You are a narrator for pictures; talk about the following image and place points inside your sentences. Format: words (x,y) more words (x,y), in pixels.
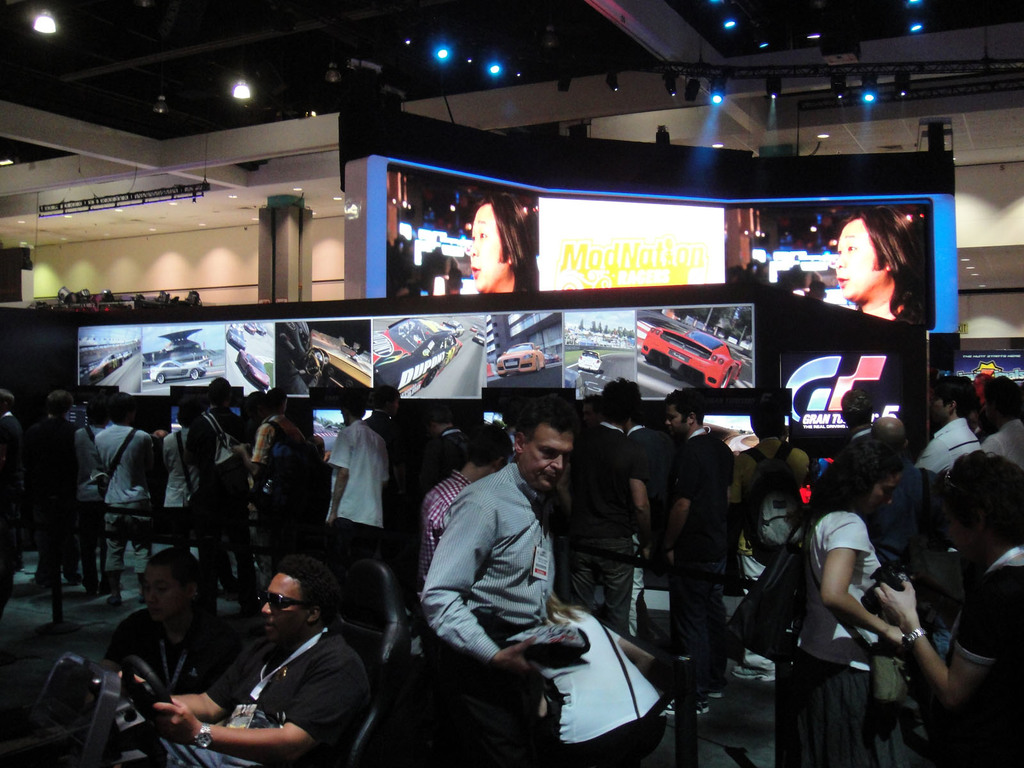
Here we can see people (273,678). This person (273,678) is sitting on a chair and holding steering (145,699). Background (582,322) there are lights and screens (664,347). On these screens (891,291) we can see people (499,270) and cars (711,374).
